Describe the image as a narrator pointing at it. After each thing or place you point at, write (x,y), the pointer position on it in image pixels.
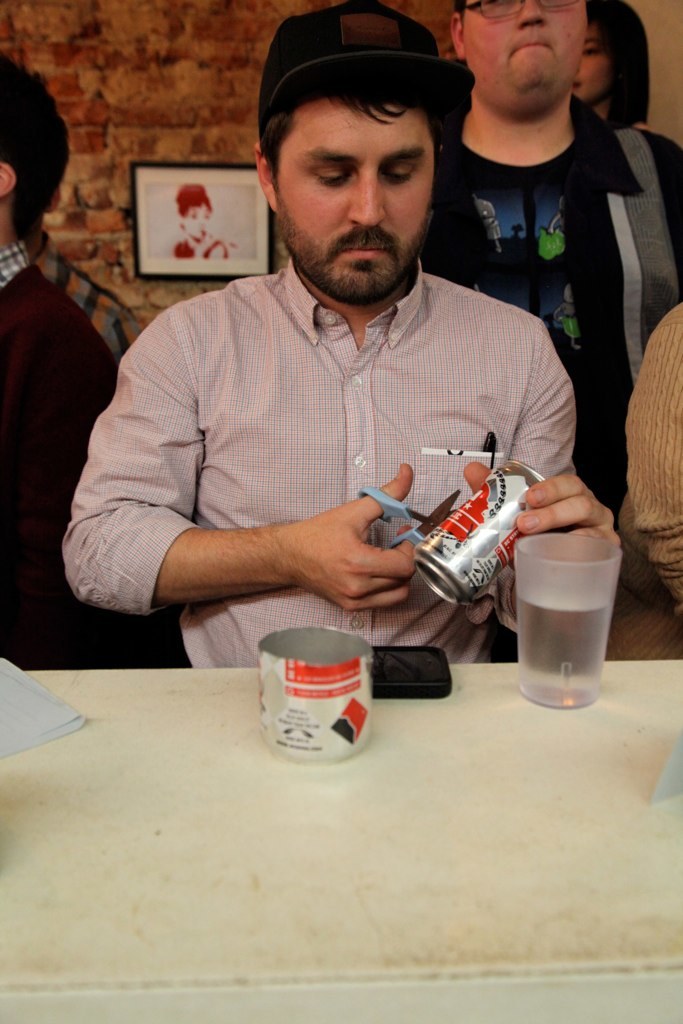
In this picture there is a man (313,50) and cutting a beverage can (503,544), there is also a table (267,812) in front (431,754) him which has a water glass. There are some people (554,25), a wall (164,101) and a photo frame (208,219) in the background (208,226).
